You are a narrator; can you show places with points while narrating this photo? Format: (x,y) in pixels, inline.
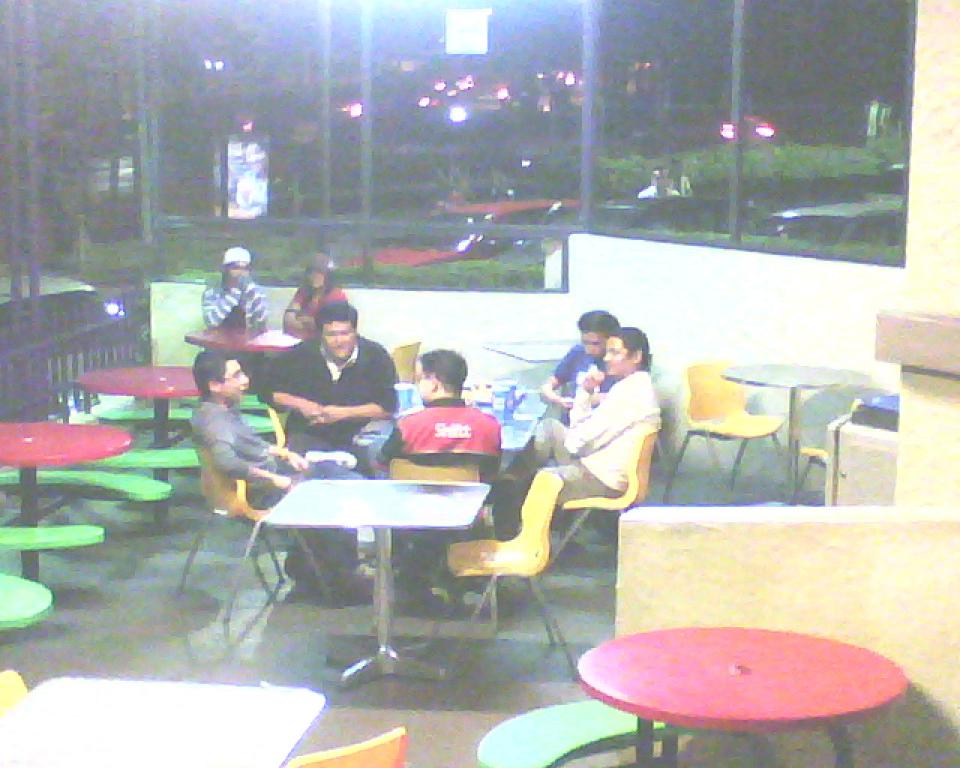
This picture shows a group of people (231,314) seated on the chairs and we see few tables (120,442) and trees (43,149) and a light (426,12).
